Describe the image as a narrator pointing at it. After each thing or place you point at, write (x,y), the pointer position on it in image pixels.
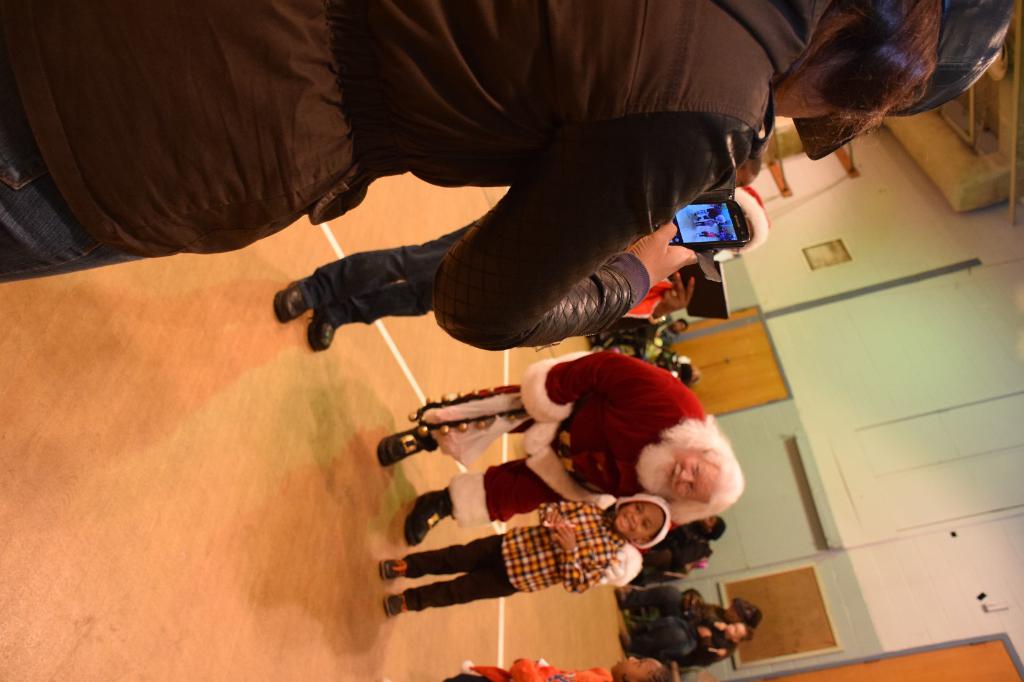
The picture is taken in a building (212,295). At the top (280,123) there is a person (598,234) holding camera (683,239). At the bottom (599,518) there is a kid (544,548) taking picture with Santa Claus (612,486). In the background (680,633) there are people (697,598) sitting in chairs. On the right (886,373) there is a wall (904,373) painted white and a door (722,355).
